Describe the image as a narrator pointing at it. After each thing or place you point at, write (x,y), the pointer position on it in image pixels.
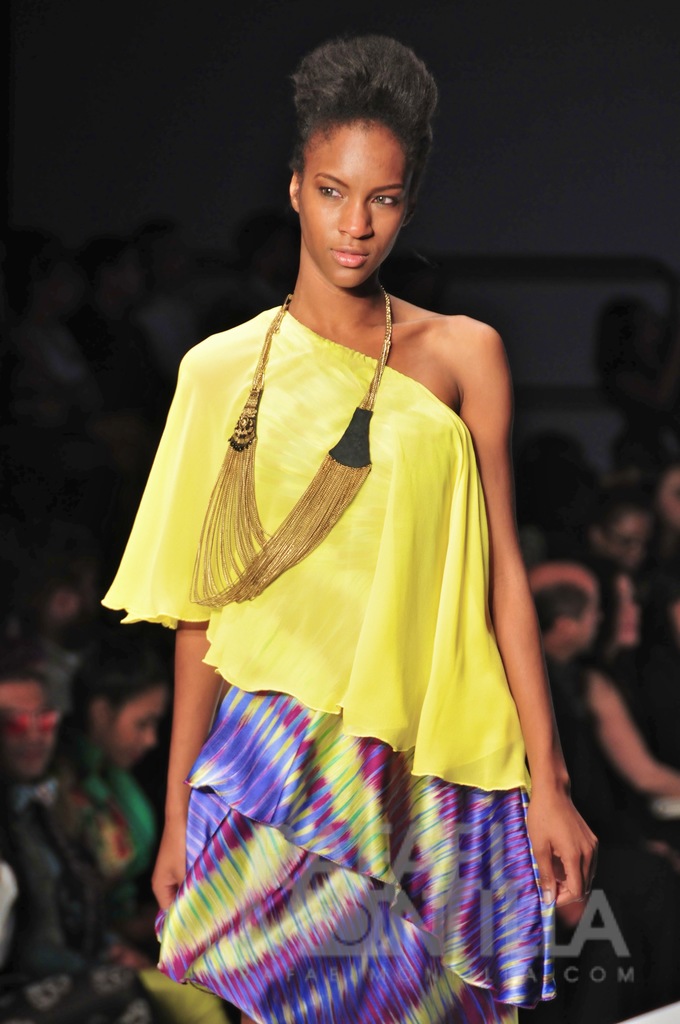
In the center of the image (284,388) we can see women (337,261). In the background (244,272) we can see crowd (94,532).
